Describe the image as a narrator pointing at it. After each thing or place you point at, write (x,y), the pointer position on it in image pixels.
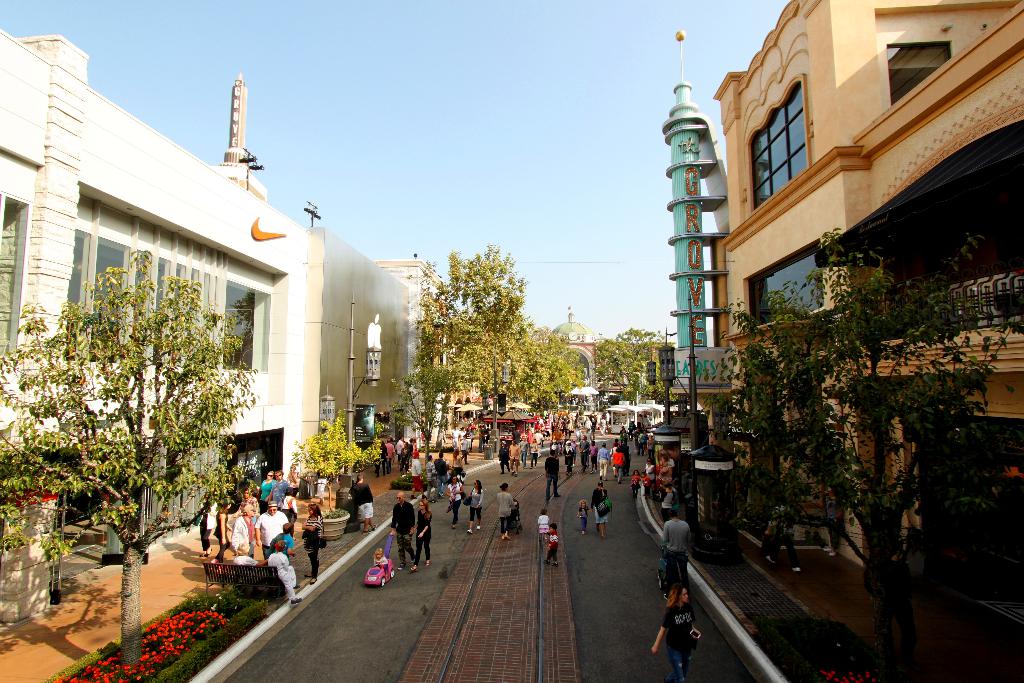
In this image I can see number of persons (499,496) are standing on the ground (569,563), a person (271,563) is sitting on the bench (260,570), few trees (130,630) which are green in color, few flowers (164,645) which are red in color, few poles (697,430), a telephone booth (701,473) and few buildings (329,332) on both sides of the road (496,526). In the background (640,158) I can see the sky (582,135).
